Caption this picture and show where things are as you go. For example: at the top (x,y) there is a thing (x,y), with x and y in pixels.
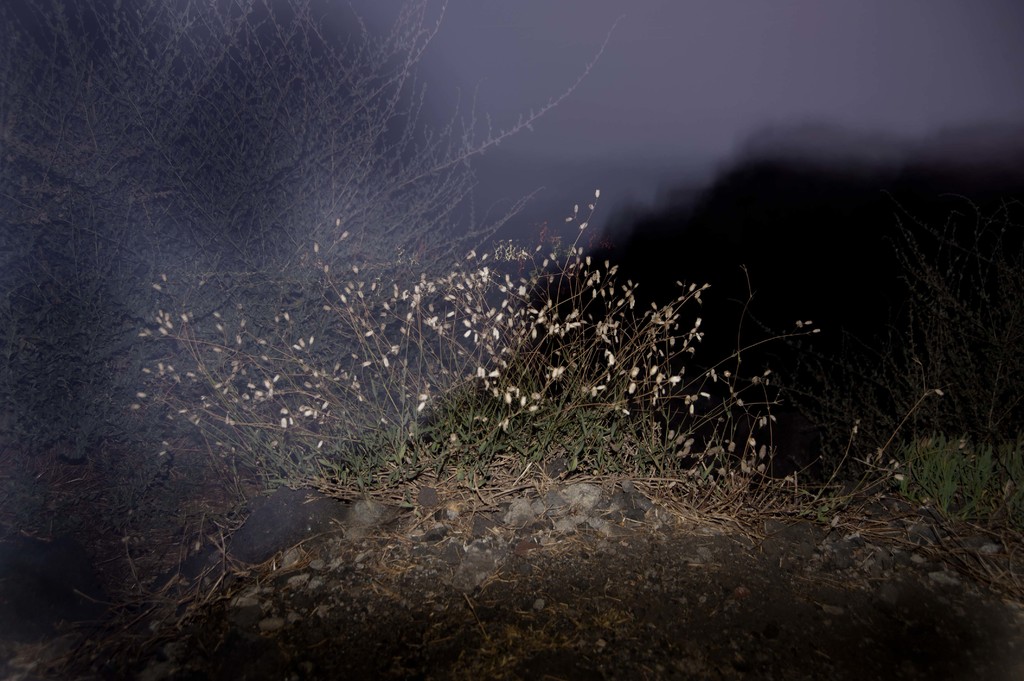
In this picture we can see the plants (157,440) and the stones (22,573) on the ground (799,627). Background (870,333) portion of the picture is blurry and its dark.
